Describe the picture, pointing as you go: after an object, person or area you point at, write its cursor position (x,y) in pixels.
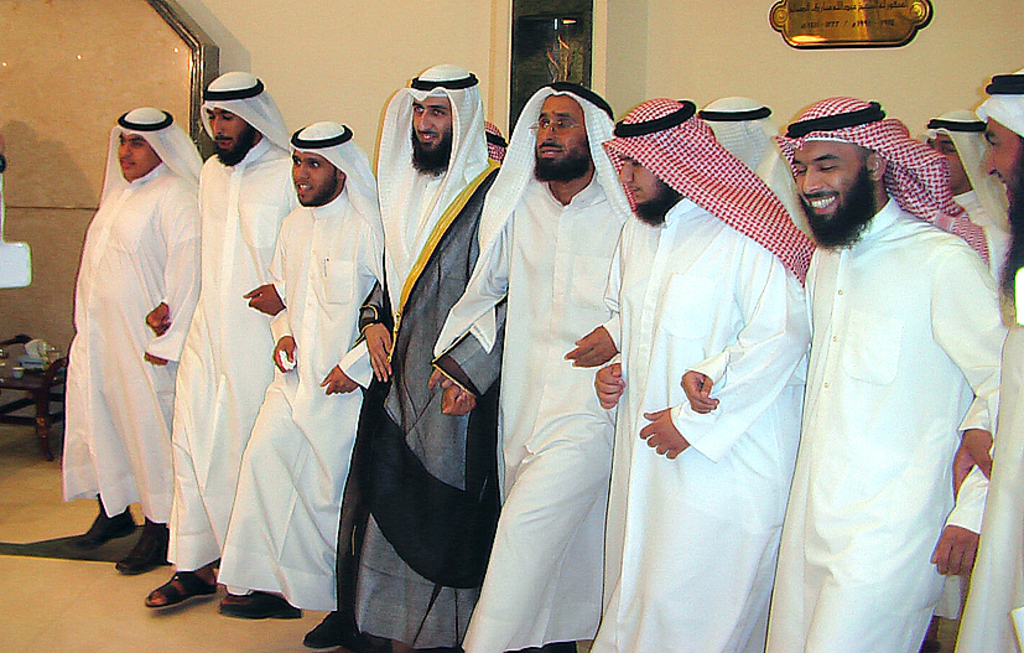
In this image we can see people (856,450) wearing kurtas (218,337). In the background (305,36) there is a wall (320,58) and we can see a board (838,41) placed on the wall (630,59).
